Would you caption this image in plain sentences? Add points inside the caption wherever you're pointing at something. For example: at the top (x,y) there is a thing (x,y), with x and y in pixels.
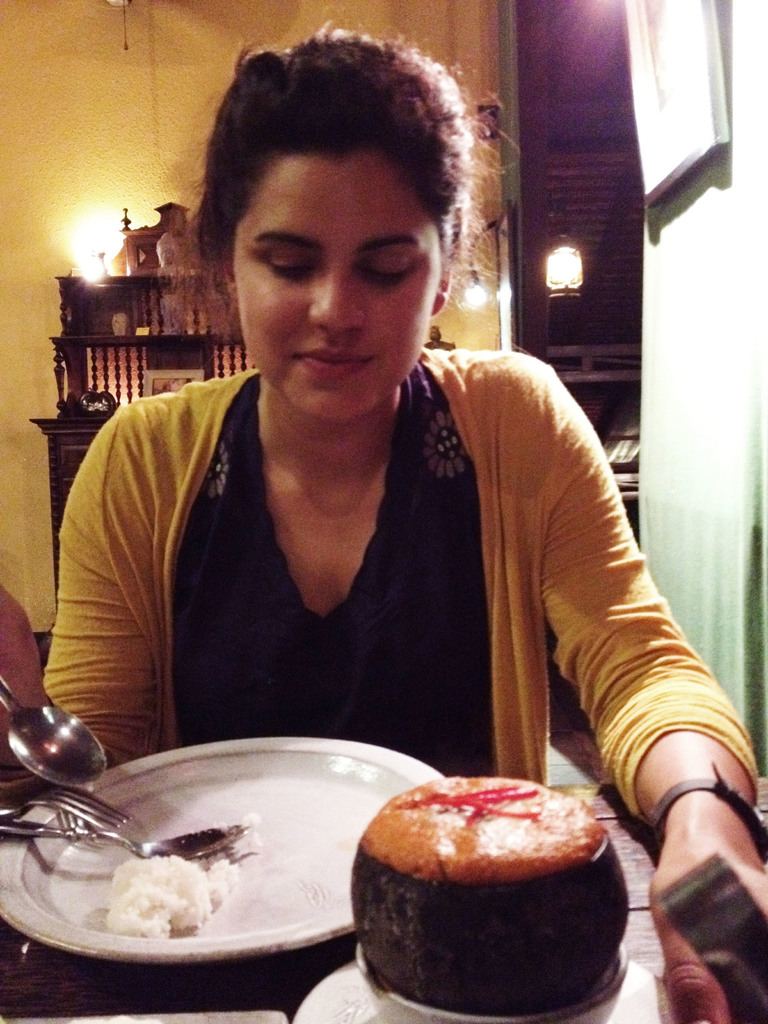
In this image we can see a woman (319,537). And we can see some food items (217,875) on the plate (147,831) which is on a wooden surface (604,799). And we can see the spoons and fork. And we can see the wall (108,146) and some wooden objects (119,282). And we can see the lights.
